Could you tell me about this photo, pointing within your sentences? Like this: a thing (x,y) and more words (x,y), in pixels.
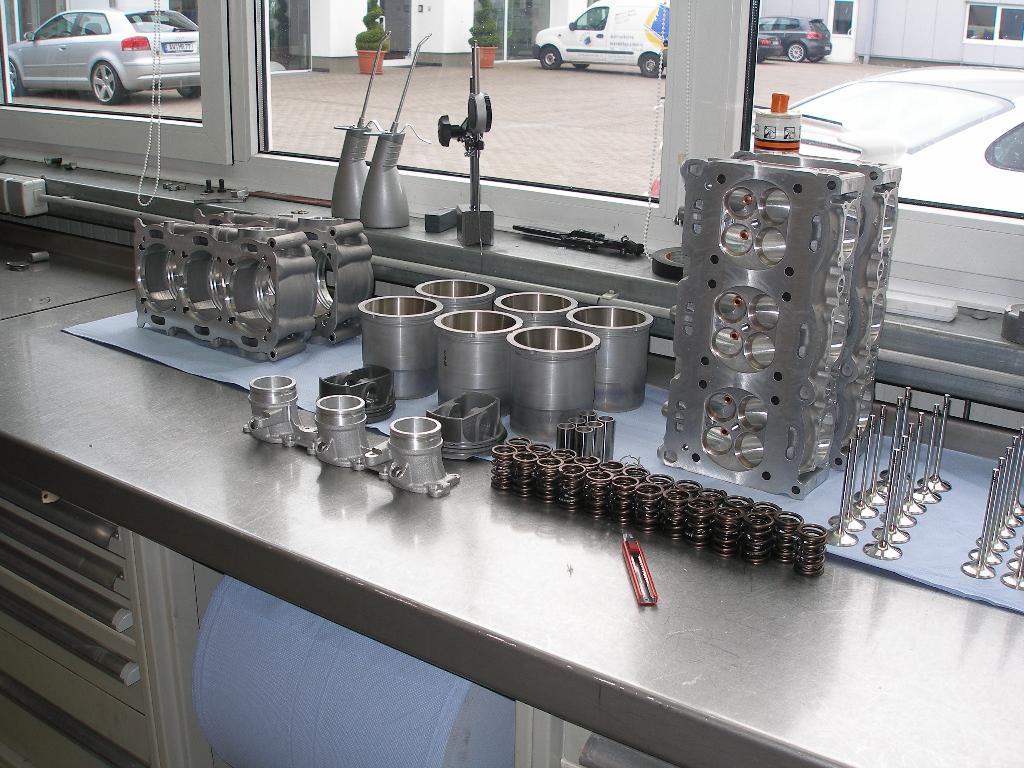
In this image we can see there is a table (760,572) with some machinery items (550,488) beside that there is a view from the window (256,6) where we can see there are cars (635,9) parked in front of the building (443,19) and also some plant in the pots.
